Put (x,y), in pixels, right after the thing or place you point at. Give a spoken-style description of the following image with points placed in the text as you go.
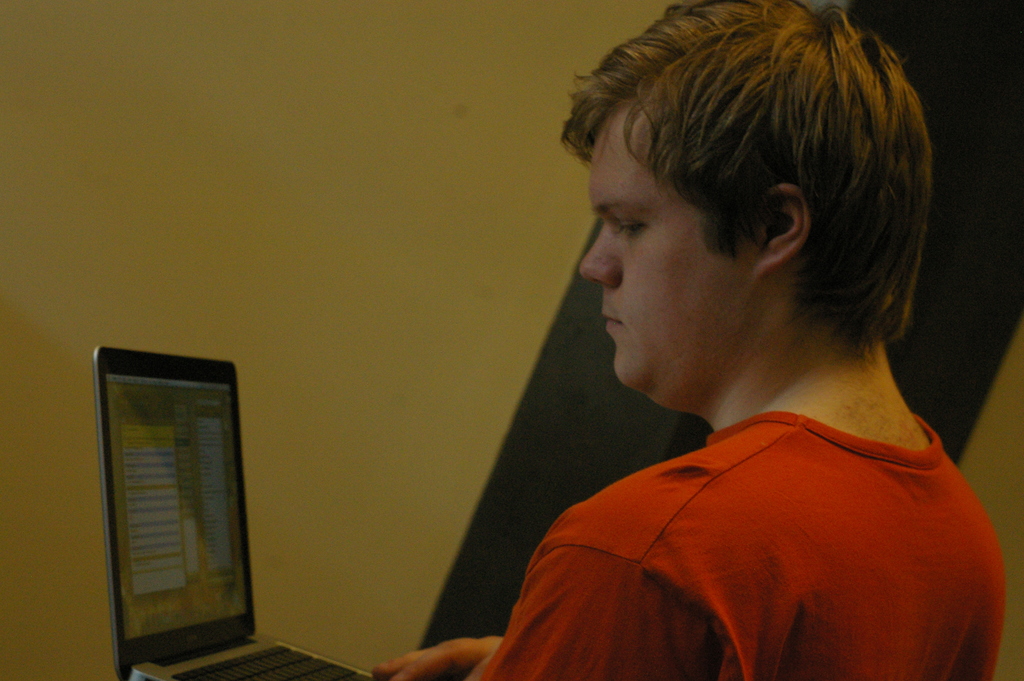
In this image we can see a person (666,478) wearing the t shirt (762,470) and also holding the laptop (159,491). In the background (341,307) we can see the wall (982,111).
